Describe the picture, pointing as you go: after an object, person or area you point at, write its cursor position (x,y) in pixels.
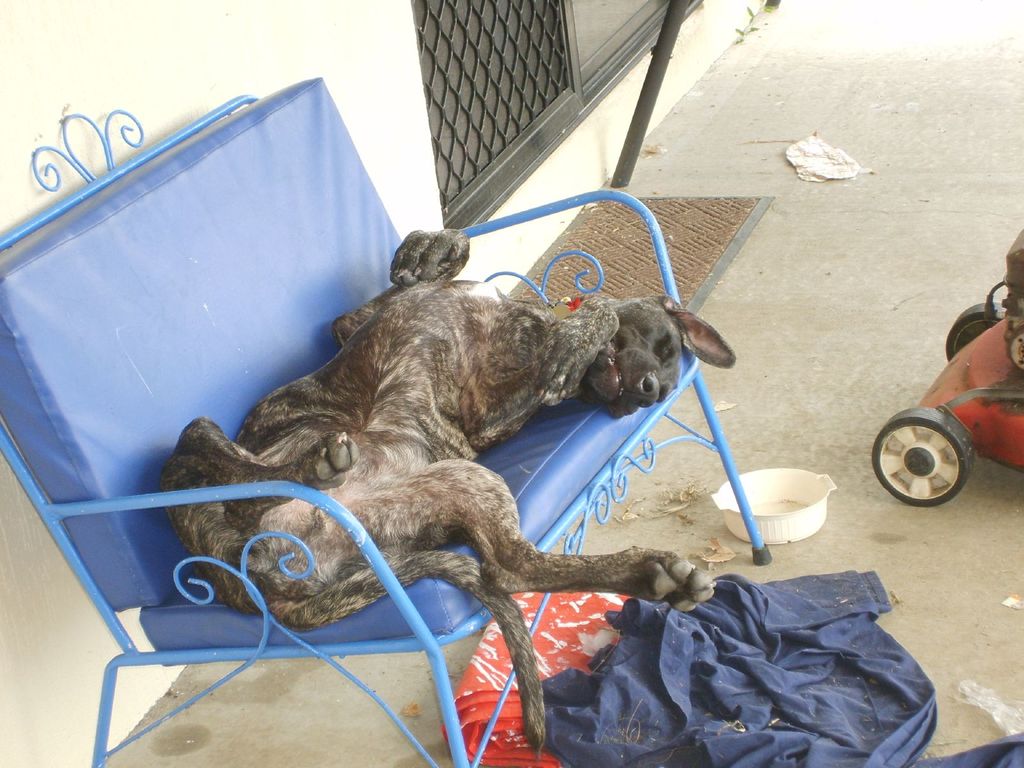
In this image, we can see a dog (335,381) is sleeping on the bench (546,496). At the bottom (418,703), there is a walkway (371,727), few clothes (877,733), white bowl (807,494), some machine (938,420) with wheels (878,466). Background (372,57) there is a wall (397,97), grill (441,85), glass (610,28), mat (692,240), rod (658,59).
